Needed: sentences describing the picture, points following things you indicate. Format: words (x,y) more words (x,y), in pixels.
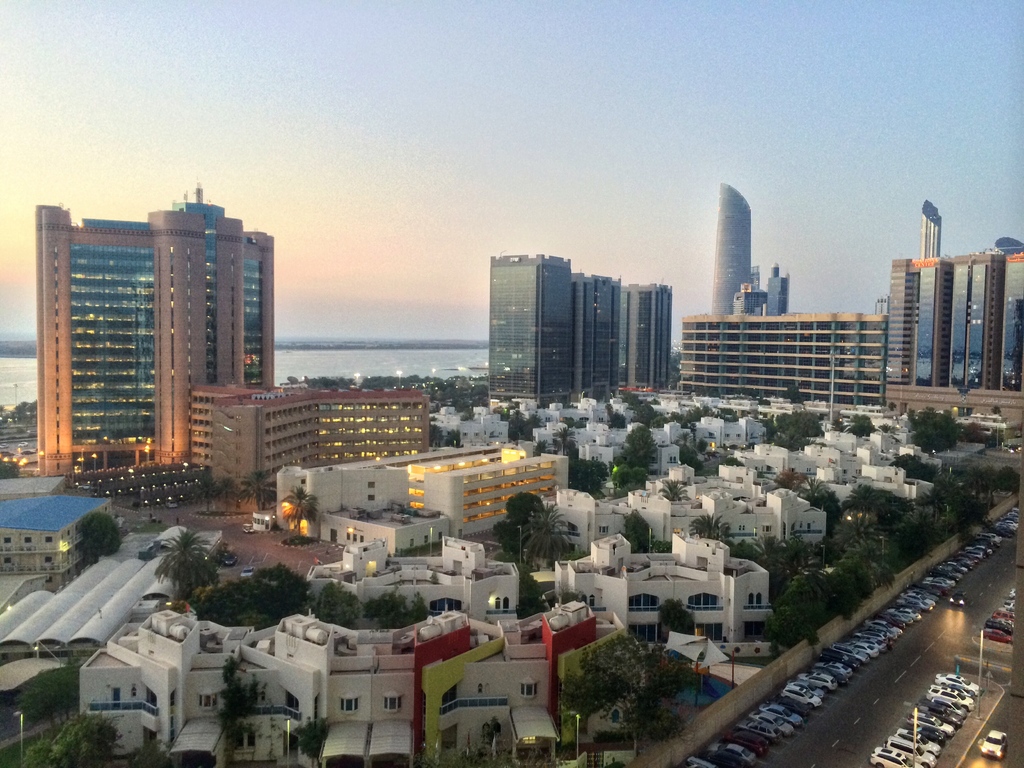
On the right side (949,599), there are vehicles (742,745) on the road (971,581). On the left side (173,596), there are buildings (955,321) and trees (850,420) on the ground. In the background (433,359), there is water (483,359) and there is a clear sky (680,95).
